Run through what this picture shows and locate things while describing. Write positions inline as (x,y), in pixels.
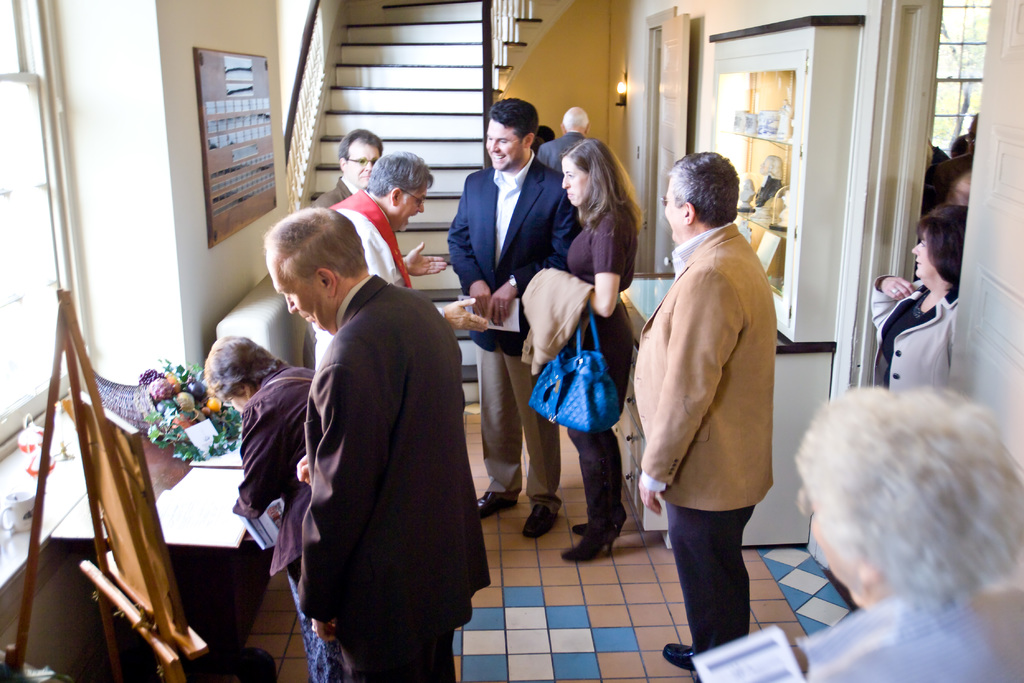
In this picture, we see many people (461,488) standing. The man (380,259) in the white shirt (373,250) is talking to the people (478,270) on the opposite side. Behind them, we see a table (231,552) on which flower vase (180,416) and papers (204,501) are placed. Beside that, we see a board (117,511) and a window (2,363). We even see a white wall (218,29) on which photo frame (208,139) is placed. Beside that, we see a staircase (439,76). On the right side of the picture (778,164), we see a cupboard (833,285) and this picture is clicked inside the room (514,517).
